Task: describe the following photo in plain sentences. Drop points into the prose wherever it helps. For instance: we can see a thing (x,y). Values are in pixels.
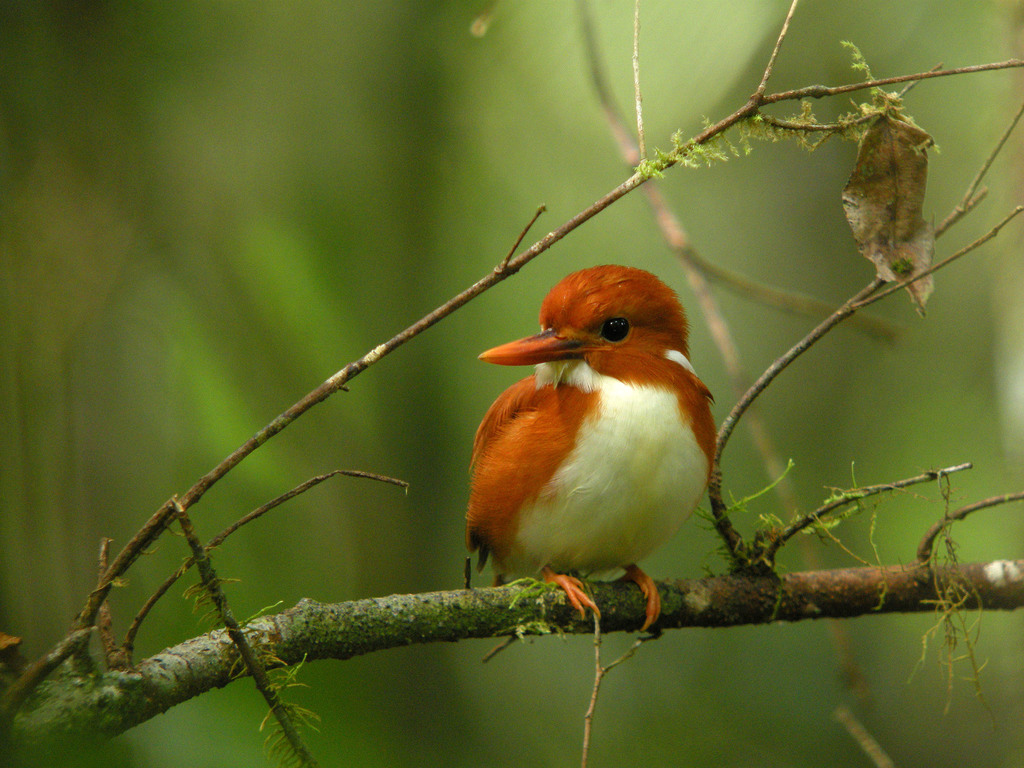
In this image we can see bird (629,527) which is called Madagascan pygmy kingfisher (533,490) is on the tree (566,606) and in the background (325,262) image is blur.
